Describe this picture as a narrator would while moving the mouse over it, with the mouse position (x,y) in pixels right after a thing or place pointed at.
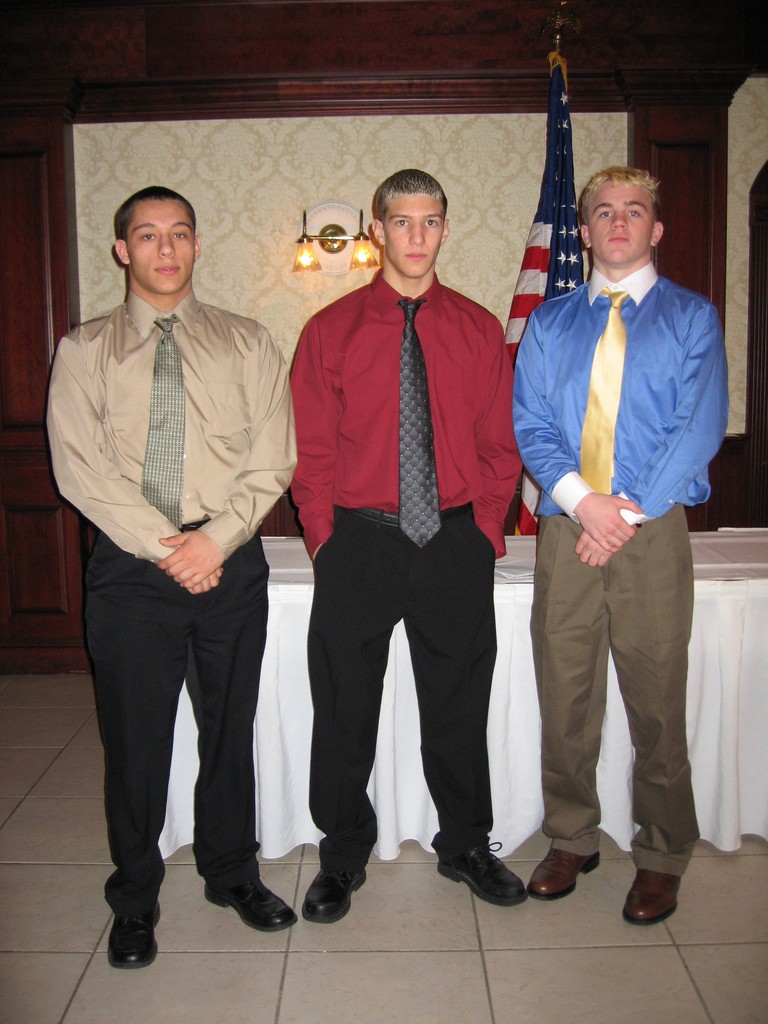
In this image we can see persons (397,310) standing on the floor (10,732), table (280,719) covered with cloth (280,719), flag (550,197) and electric lights (329,247) attached to the walls (206,239).
